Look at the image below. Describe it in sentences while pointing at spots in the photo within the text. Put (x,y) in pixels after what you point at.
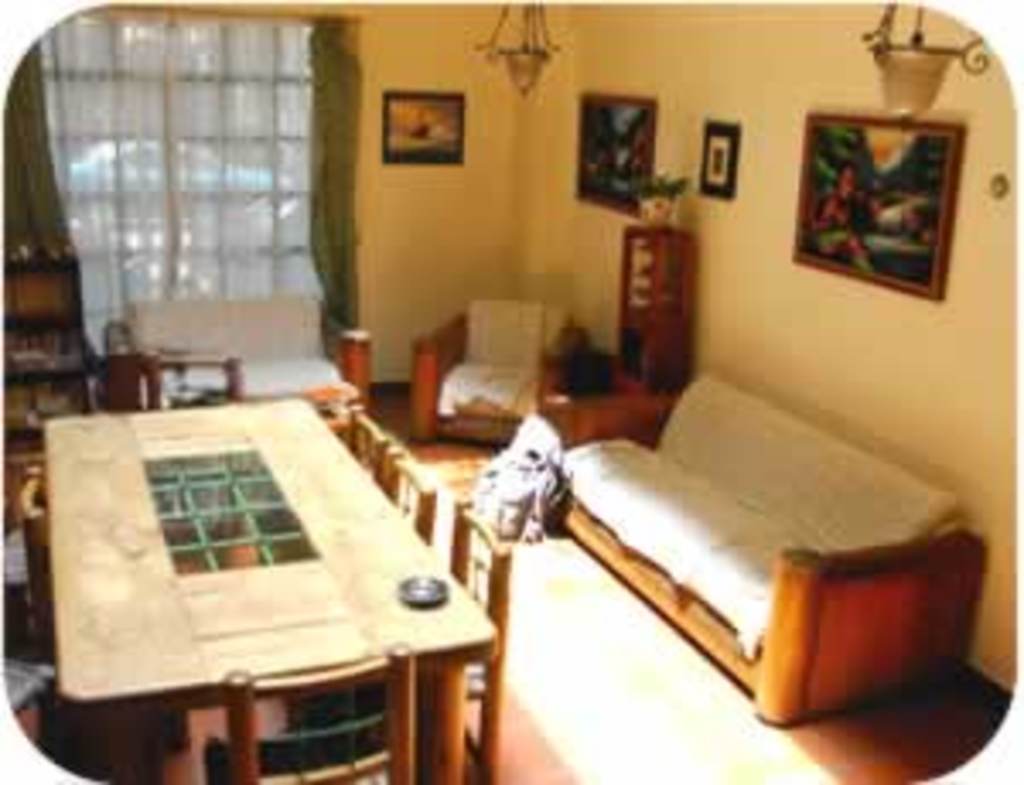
This picture is of inside the room (672,552). In the foreground (654,558) we can see a dining table (312,549) and chairs (421,497) and a couch (776,524), beside that there is a house plant (651,202) placed on the desk (656,284) and in the background (622,165) we can see a picture frames (633,156) hanging on the wall (929,318). chandeliers (893,54) and curtains (253,190).
